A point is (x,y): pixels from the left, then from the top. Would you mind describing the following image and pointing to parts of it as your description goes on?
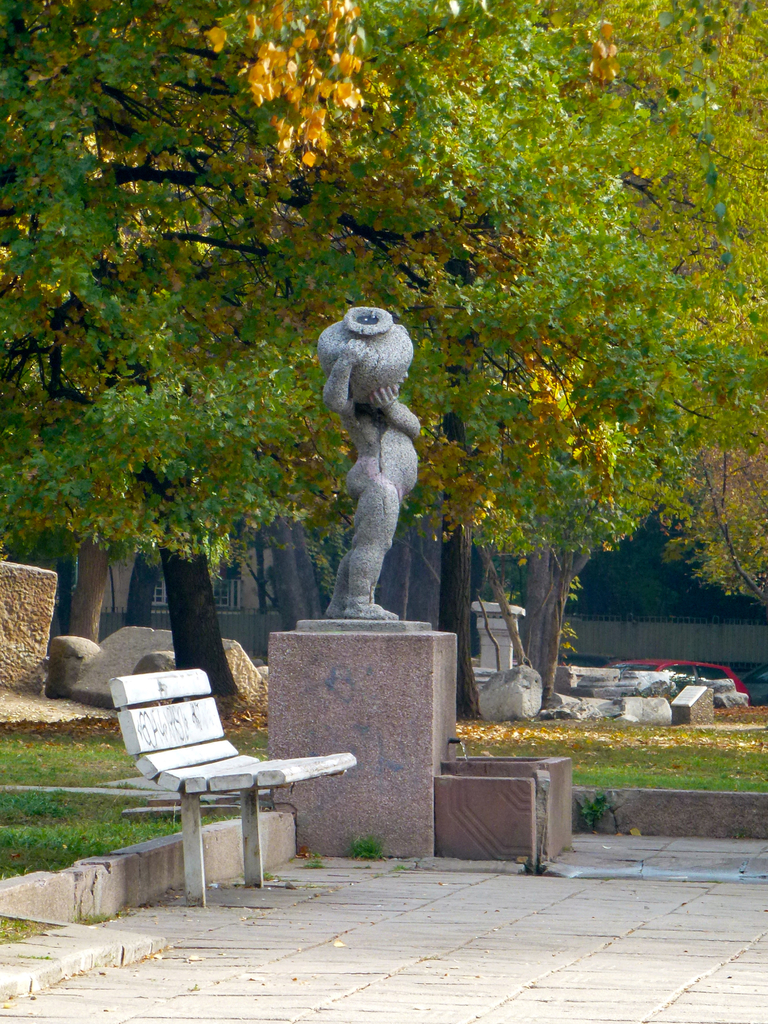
In this image I can see a statue (354,492) which is in standing position and it is holding a pot (347,343). There is a bench (209,753), stones (647,718) at the side of the statue (361,479). I can also see some of the trees (501,320) and cars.
